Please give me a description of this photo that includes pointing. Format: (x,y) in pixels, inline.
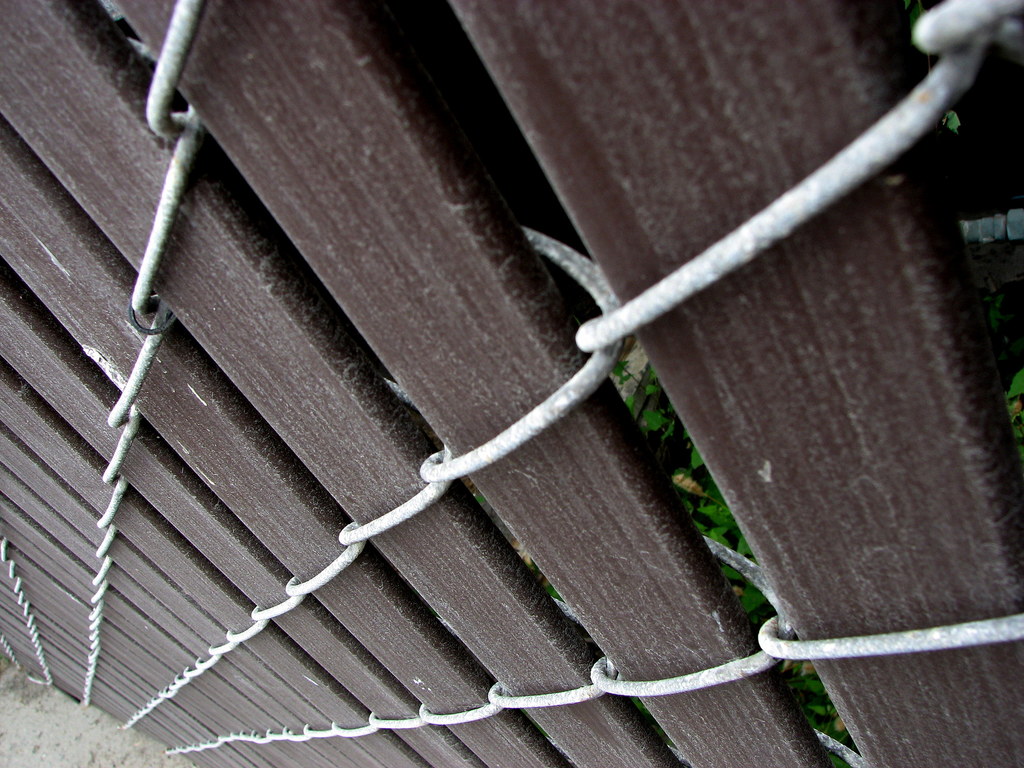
In this image there are wooden planks (218,508). They all are tied with the steel wires (319,586). Behind the wooden planks (447,430) there are leaves (663,437) of plants (720,508).
